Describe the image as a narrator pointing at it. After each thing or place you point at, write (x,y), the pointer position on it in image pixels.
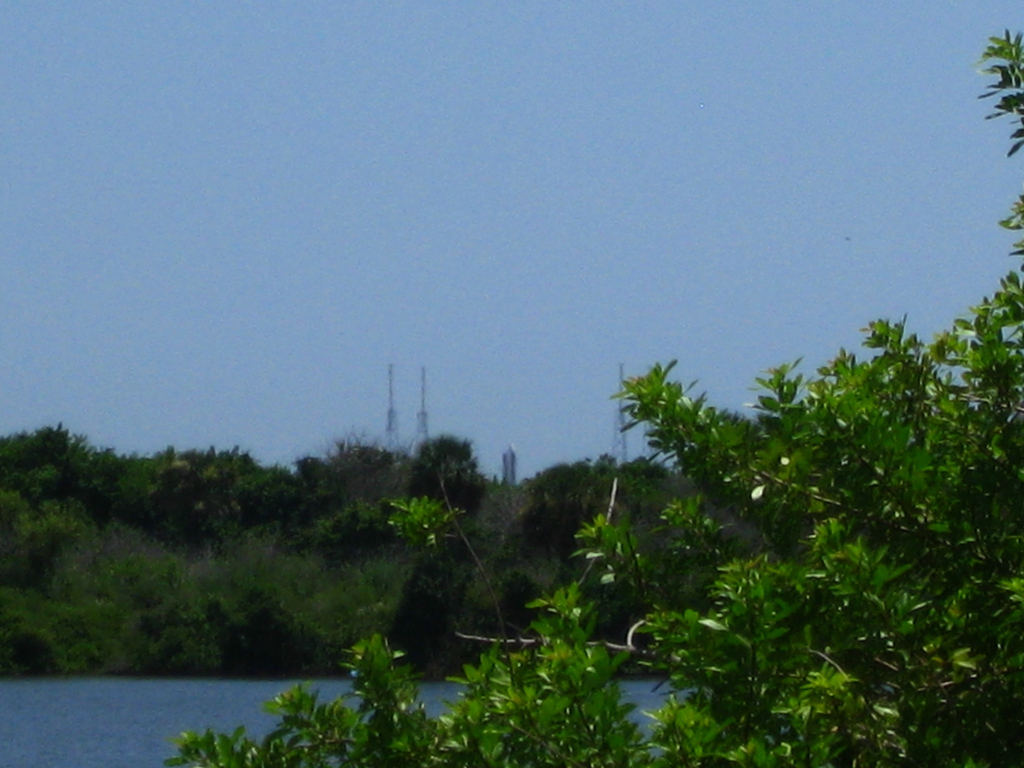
In the foreground of this image (694,704), there is tree (408,722). On the bottom (169,692), there is water (224,696). In the middle (410,502), there are trees (518,540). In the background (509,451), it seems like a rocket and poles (391,411). On the top (501,142), there is the sky (444,138).
